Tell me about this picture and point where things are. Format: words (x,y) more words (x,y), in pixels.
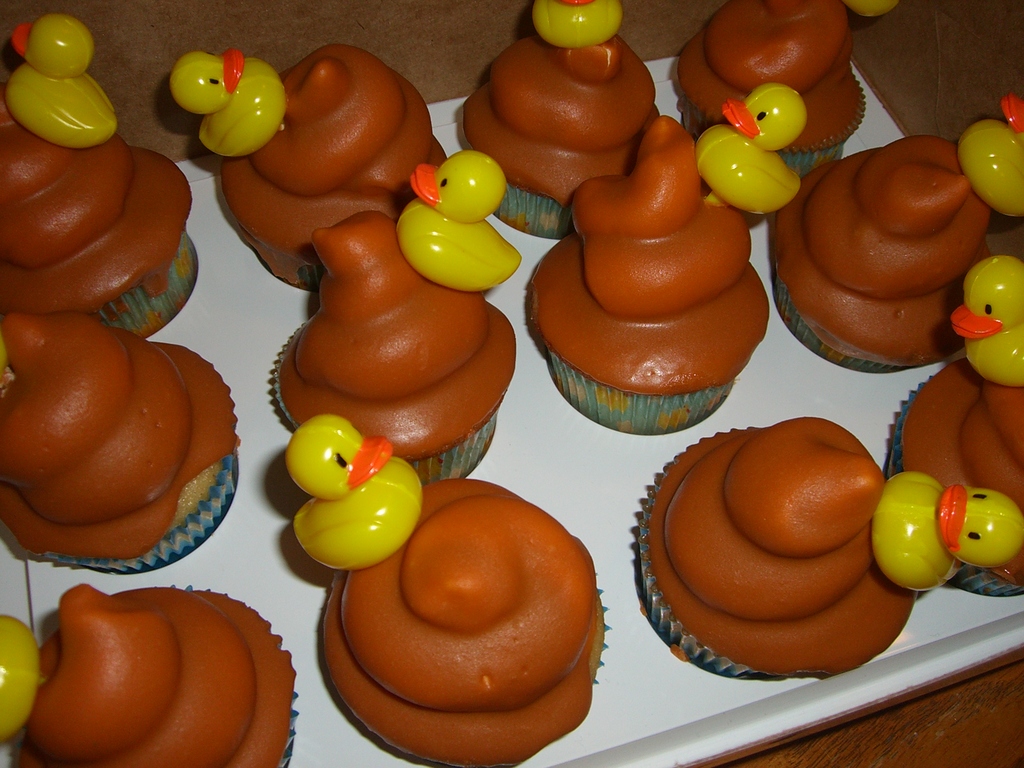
Here I can see few cupcakes (776,462) are placed on a tray (622,731). On the cupcakes (399,287) small rubber ducks (243,125) are placed.
